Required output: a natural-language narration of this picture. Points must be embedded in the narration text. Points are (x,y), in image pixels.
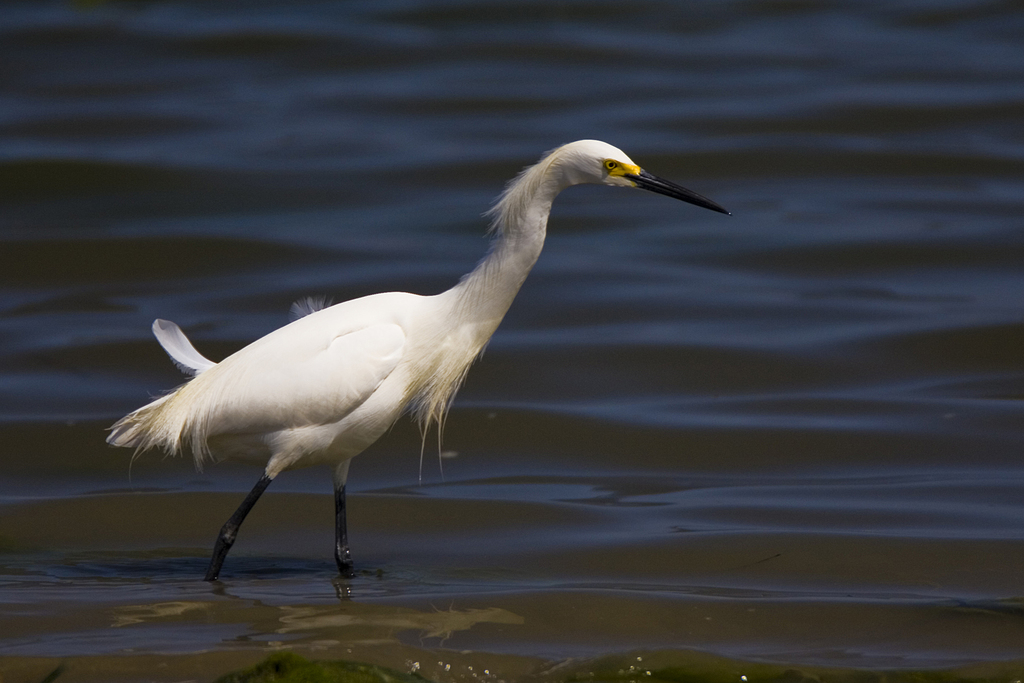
In this image there is a bird (446,370) on the water (374,493).
